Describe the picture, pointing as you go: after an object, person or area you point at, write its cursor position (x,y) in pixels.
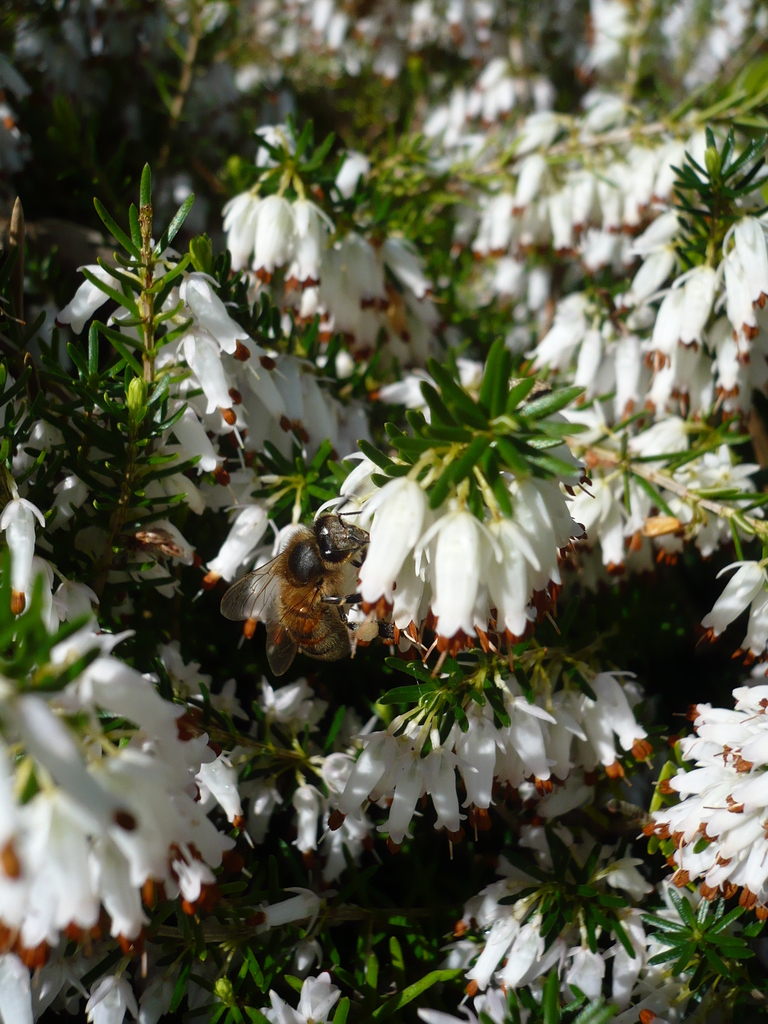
In this image there are flowers (76,328), on that flowers (377,758) there is a honey bee (296,592).
